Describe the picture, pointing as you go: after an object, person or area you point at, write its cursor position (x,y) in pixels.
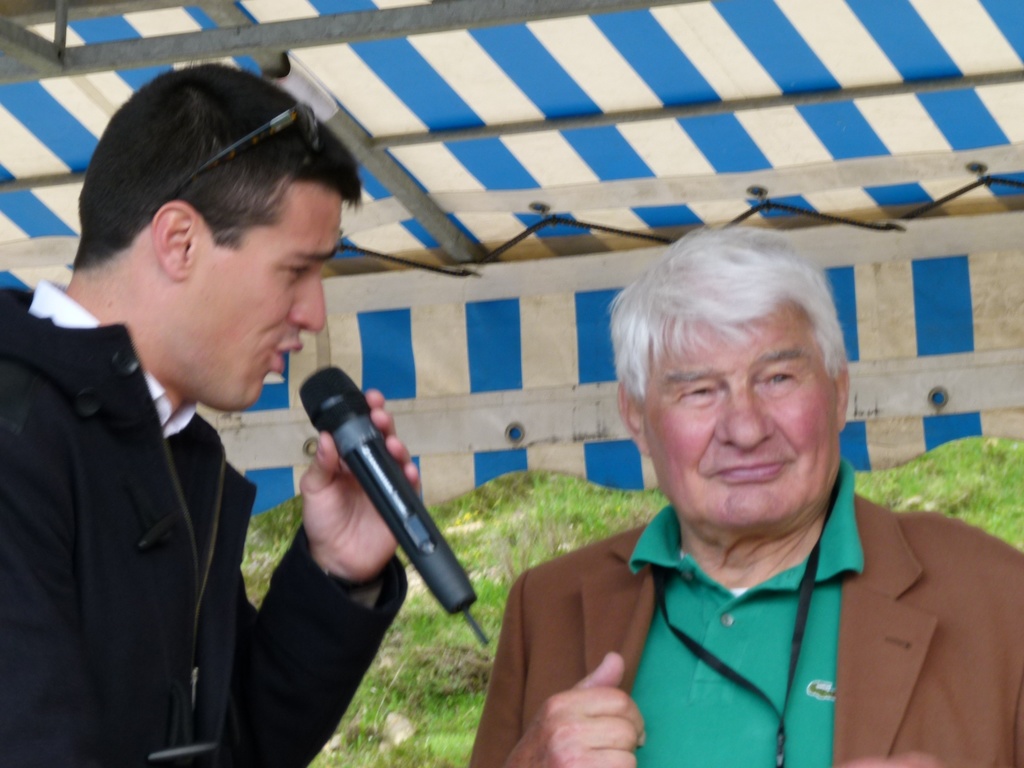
In this picture, we can see a few people (779,495), and among them we can see a person (374,521) holding a microphone (453,599), we can see the ground (587,542) with grass (557,542), and the shed (535,385) with poles (215,38), and rope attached to it.
